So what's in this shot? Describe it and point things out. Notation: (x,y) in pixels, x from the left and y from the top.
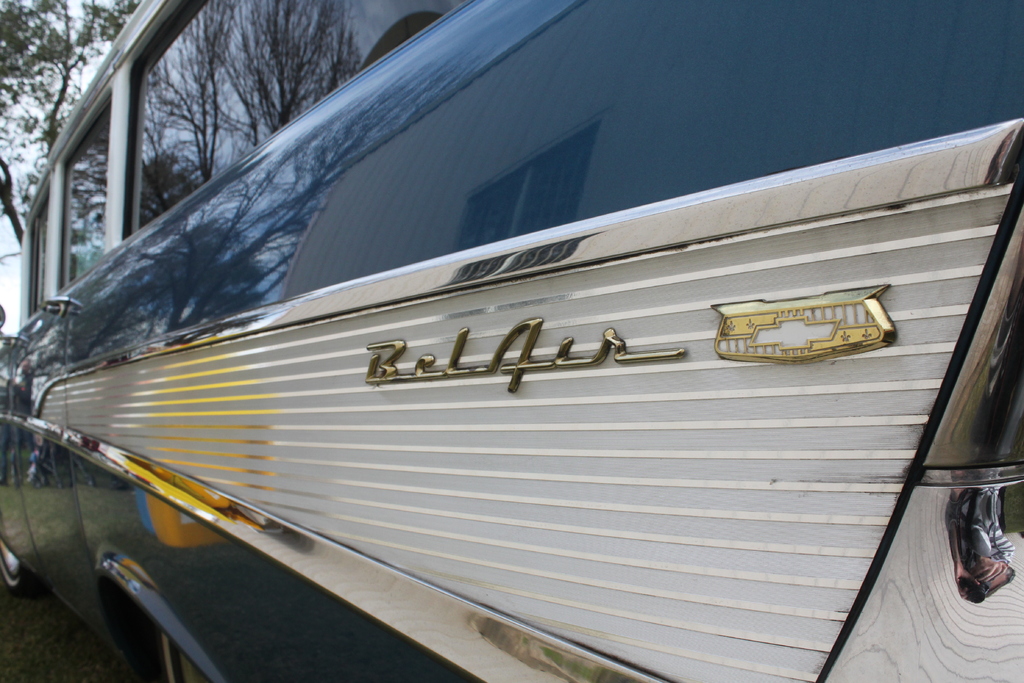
In this image there is a vehicle (352,243). We can see the wordings (560,365) on the vehicle (572,369). There is grass (60,655). There are trees (56,62) in the background (56,66). There is a sky (6,330).
